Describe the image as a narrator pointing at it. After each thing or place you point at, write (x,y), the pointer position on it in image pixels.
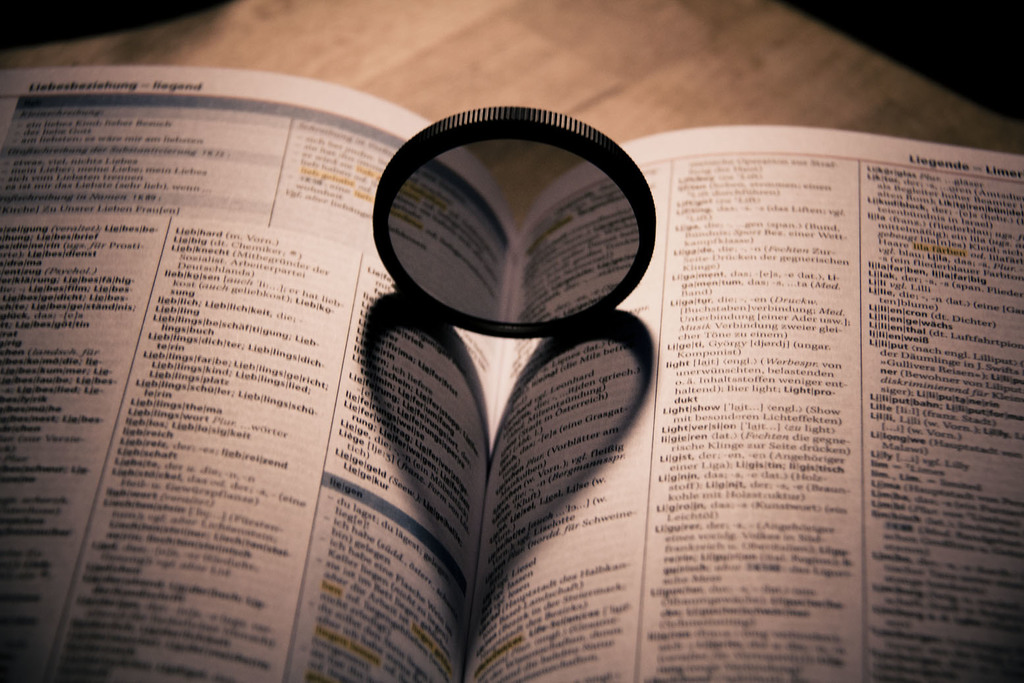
In this image at the bottom (656,534) there is one book (618,545), on the book (661,556) there is one mirror (493,242) and in the background (417,58) there is a table (595,76).
